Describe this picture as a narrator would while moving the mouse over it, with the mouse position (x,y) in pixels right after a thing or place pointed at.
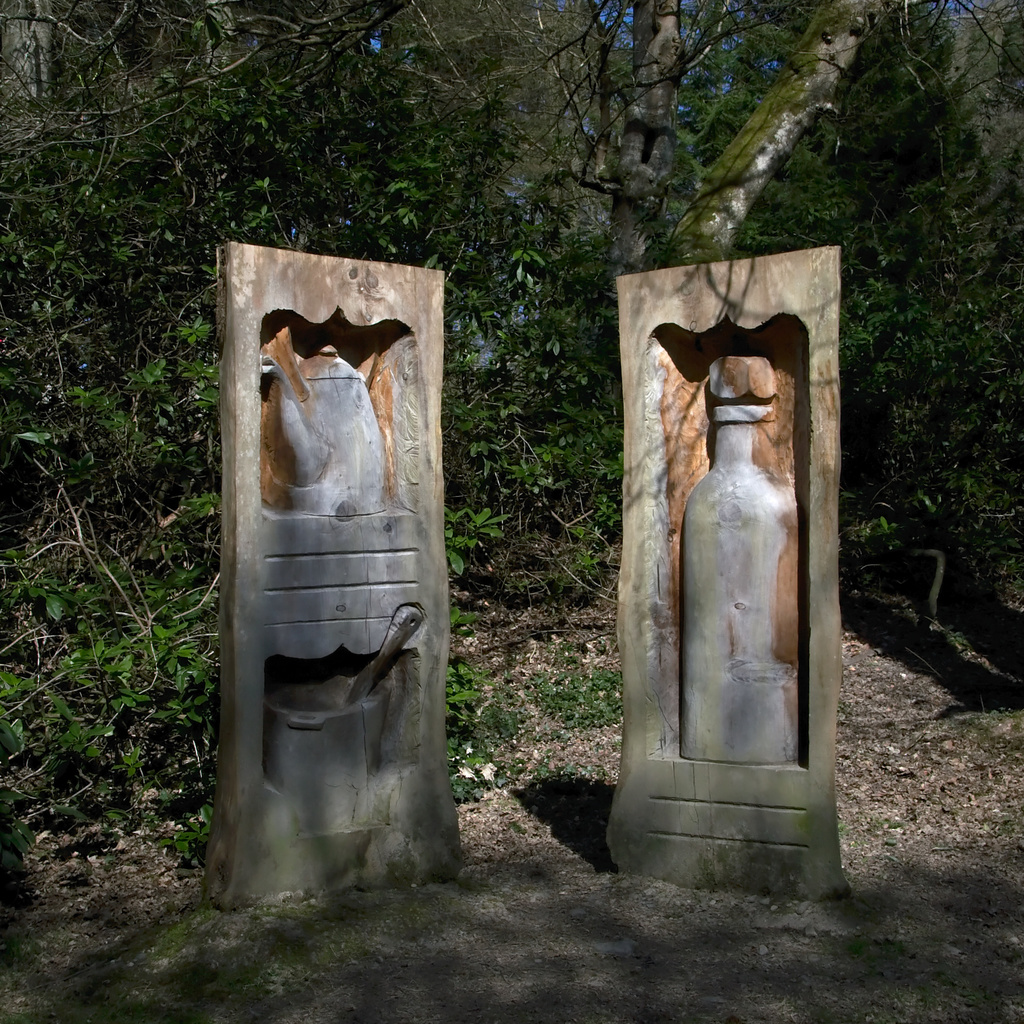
In the picture we can see two sculptures (768,424) on the surface (858,957) and behind it, we can see the plants (12,553) and trees (515,62).
